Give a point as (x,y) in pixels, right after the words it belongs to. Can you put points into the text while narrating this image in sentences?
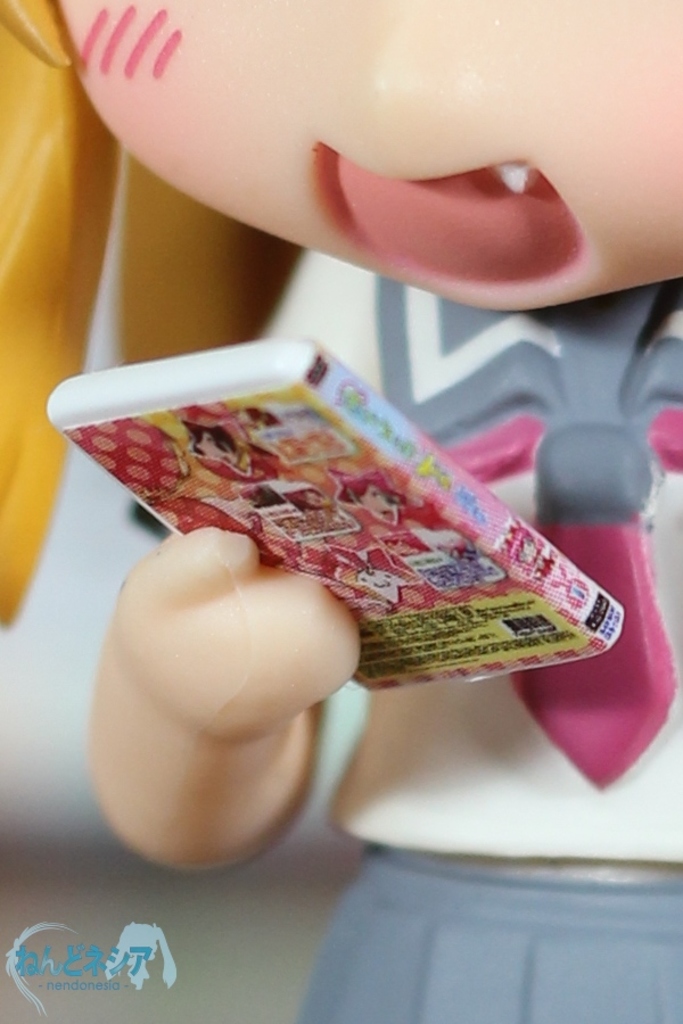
In this image there is a person toy (156,691) holding a book (493,572). Left bottom there is some text (66,958).
